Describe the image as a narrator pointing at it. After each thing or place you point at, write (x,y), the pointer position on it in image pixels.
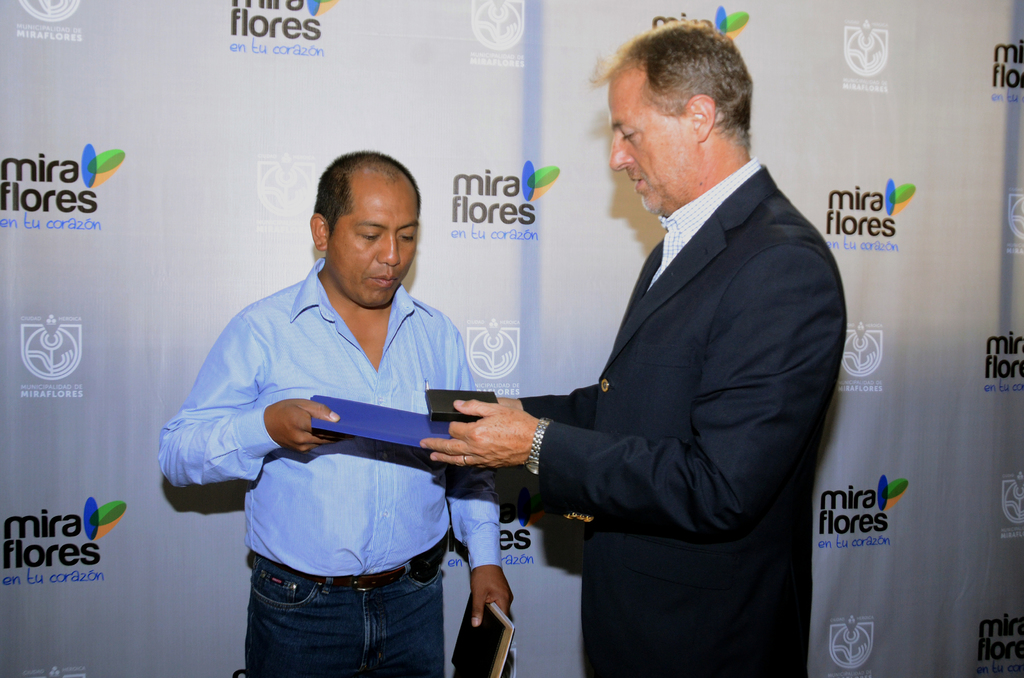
In this picture there are two men (705,434) in the center of the image (467,426), by holding a book (429,419) in their hands (486,427) and there is a flex (319,176) in the background area of the image (324,159).
